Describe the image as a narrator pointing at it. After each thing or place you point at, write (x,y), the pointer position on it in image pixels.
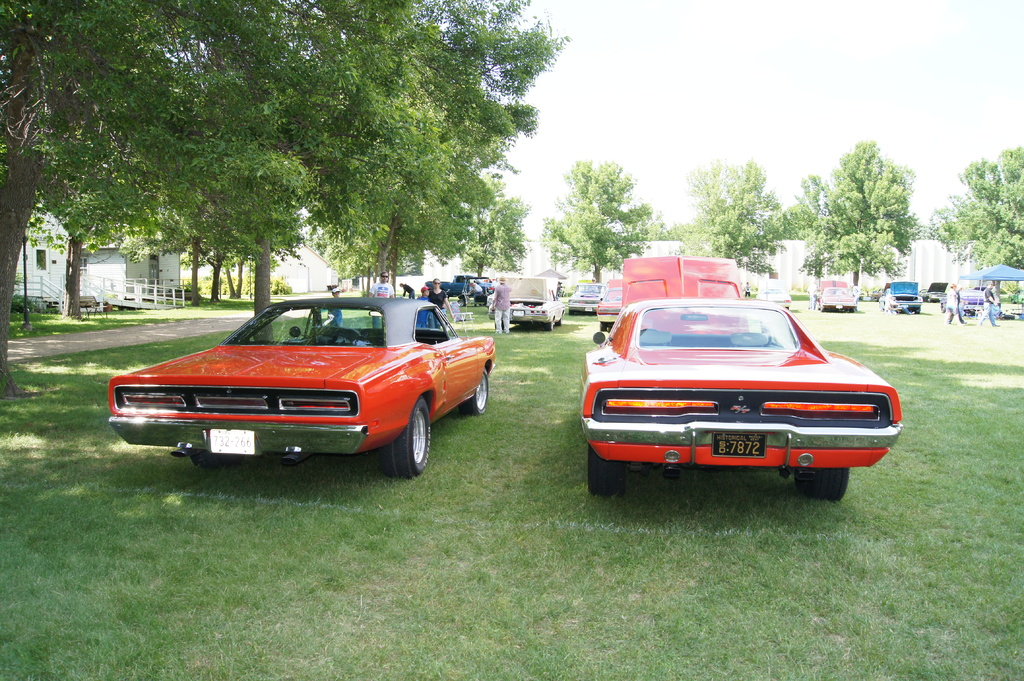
In this image, in the middle (482,343), we can see two cars (379,375) which are in red color and the cars (591,449) are placed on the grass (456,551). On the right side (856,290), we can see a group of people (993,312), cars (975,305), tent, trees (1014,222). On the left side (276,140), we can also see some trees (306,137), house (131,273), staircase (112,294). In the background (478,282), we can see a group of people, cars (538,317), trees (590,258). At the top (690,84), we can see a sky (700,103), at the bottom (405,640), we can see a grass (556,533) and a road (60,336).
